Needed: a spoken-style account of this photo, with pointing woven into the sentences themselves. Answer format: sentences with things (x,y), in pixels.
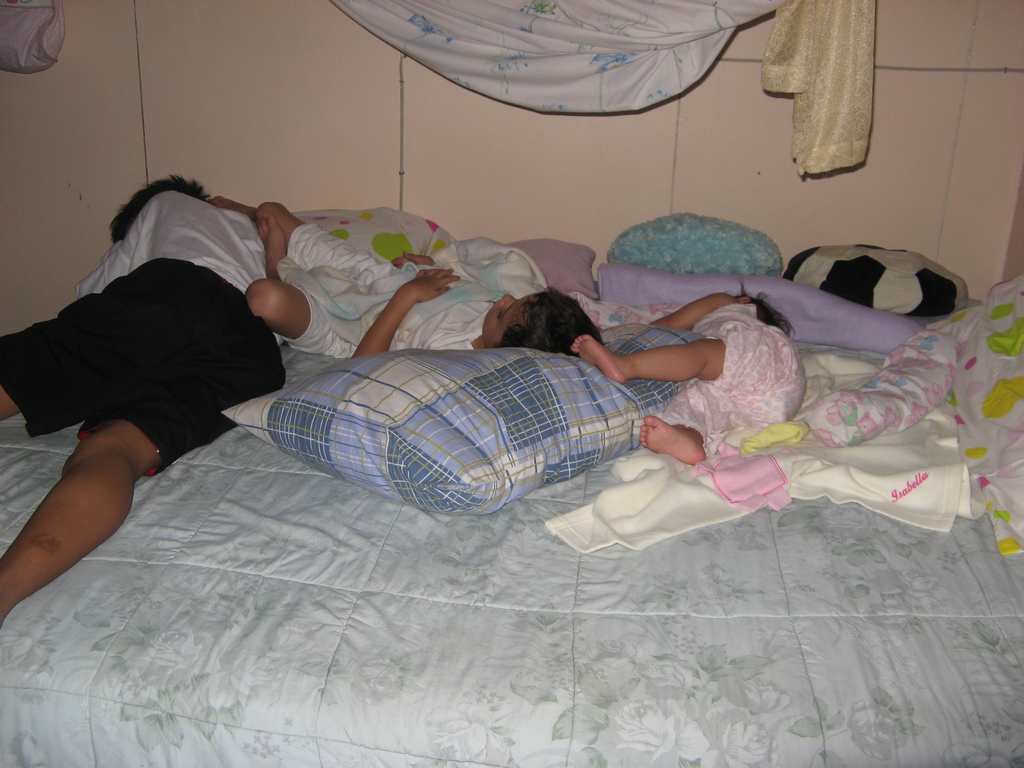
It looks like a bedroom, there are total three people (628,360) sleeping on the bed (598,475) in the background (553,140) there is cream color wall (357,113).
